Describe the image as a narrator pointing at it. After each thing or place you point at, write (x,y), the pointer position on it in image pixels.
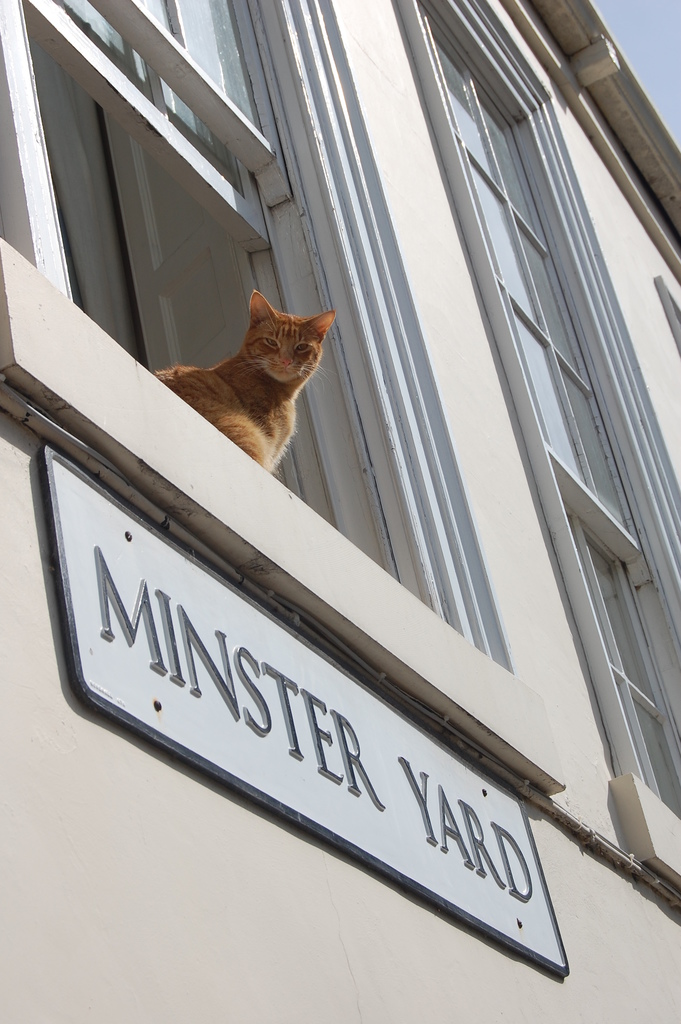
This is a cat (256,398) sitting near the window (343,478). I can see a name board (328,754), which is attached to the wall (333,917). These are the windows (581,396) with doors (589,500).
